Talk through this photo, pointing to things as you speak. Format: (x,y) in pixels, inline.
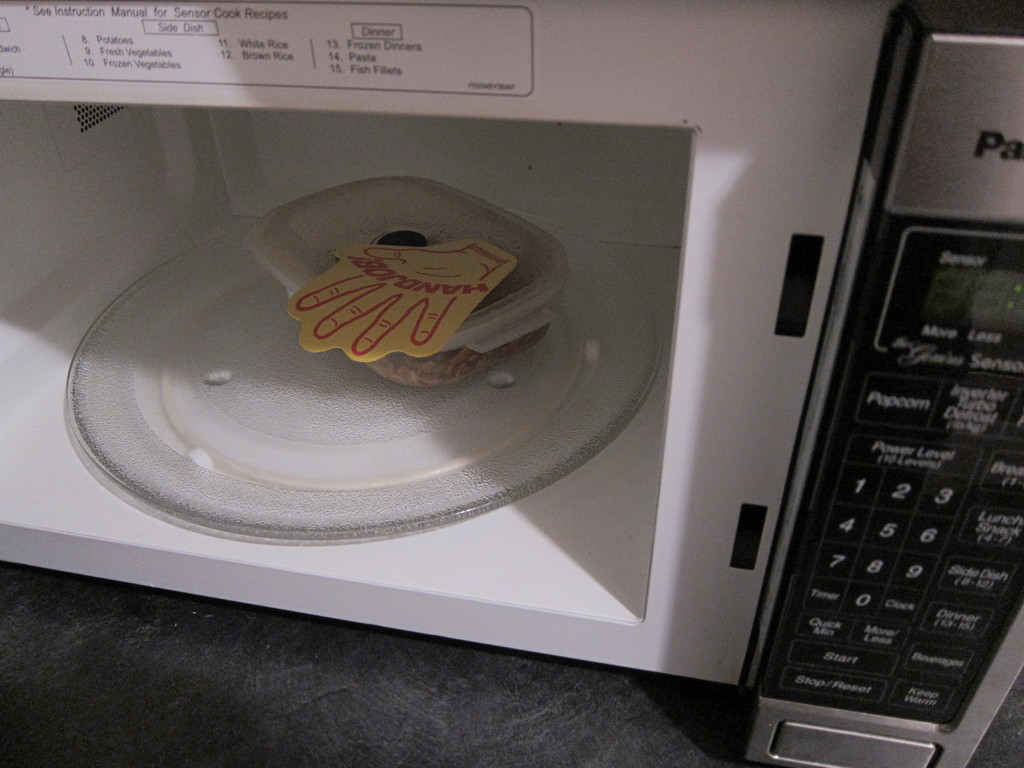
In the picture I can see a container (507,322) is kept inside the microwave (579,330). Here I can see the buttons (889,566) on the right side of the image (928,660).
